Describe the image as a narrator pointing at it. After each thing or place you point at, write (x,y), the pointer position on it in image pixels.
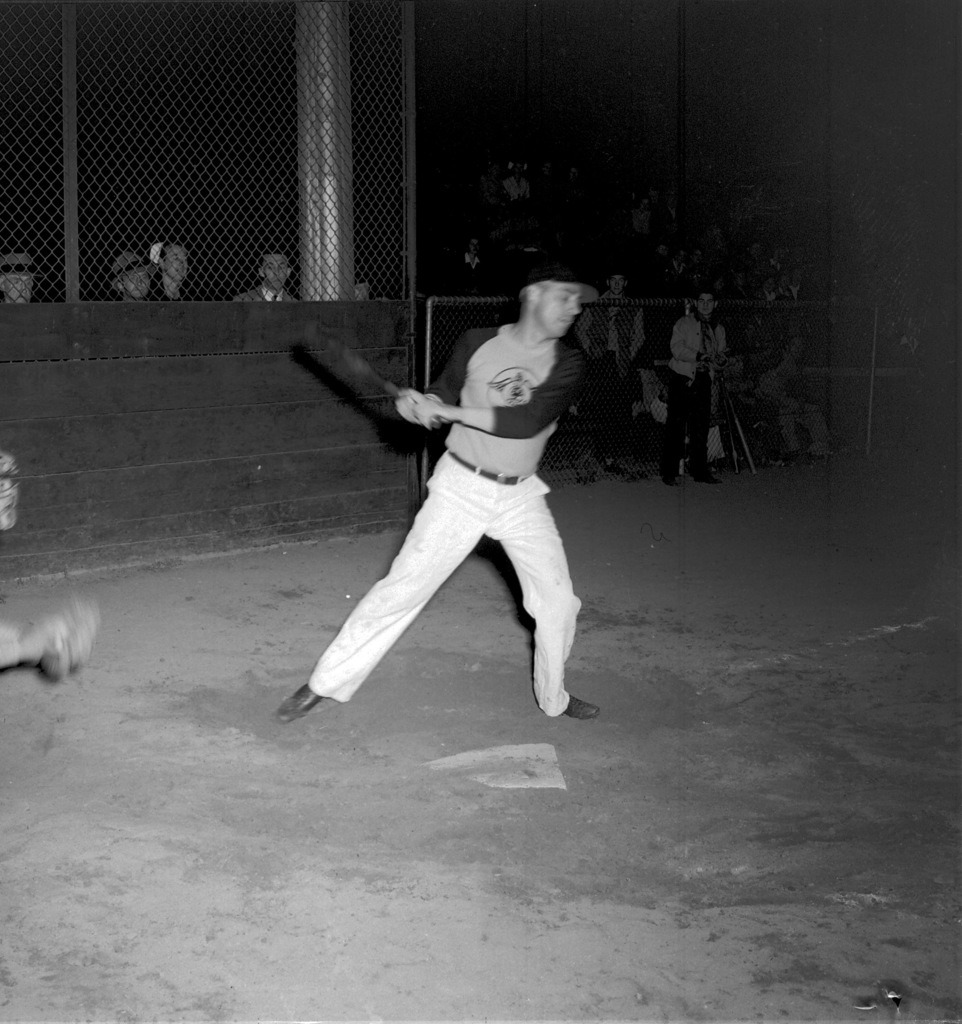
In this image I can see a man (492,535) is standing and I can see he is holding something. In background (175,299) I can see fencing (70,229) and I can see few more people (247,289) are standing. I can also see this image is black and white in colour and I can see this image is little bit in dark from background (717,261).
